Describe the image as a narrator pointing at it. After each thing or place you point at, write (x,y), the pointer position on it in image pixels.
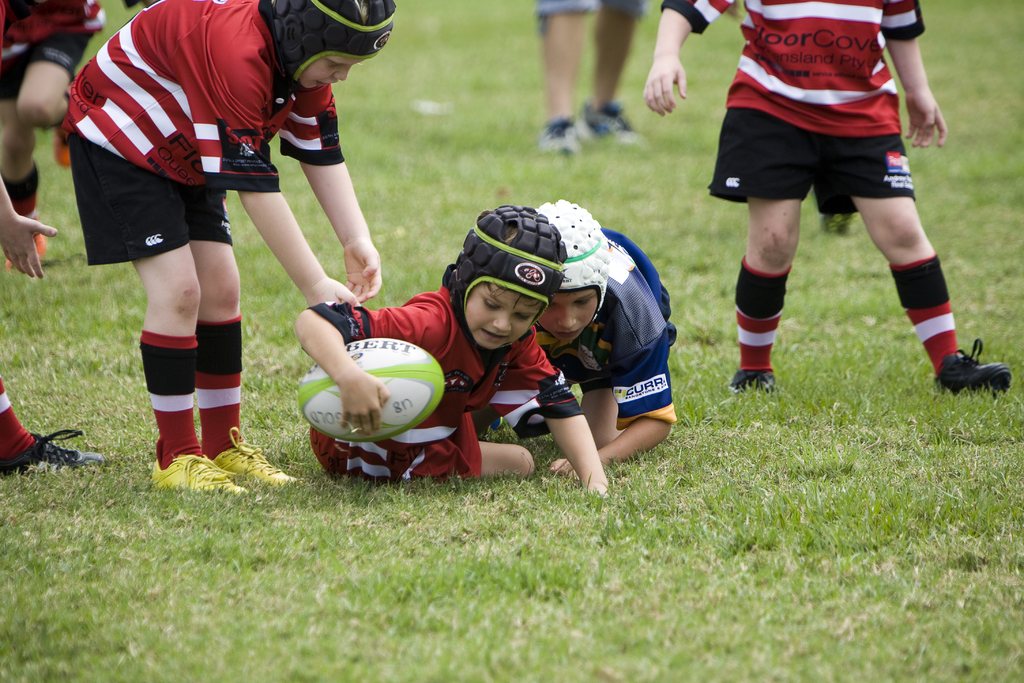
Here in this picture we can see number of children (517,286) present on the ground (545,187), which is fully covered with grass (545,187) and they are wearing helmets (284,59) and the child (478,409) in the middle (434,427) is holding a rugby ball (384,418) in his hand (372,413).
